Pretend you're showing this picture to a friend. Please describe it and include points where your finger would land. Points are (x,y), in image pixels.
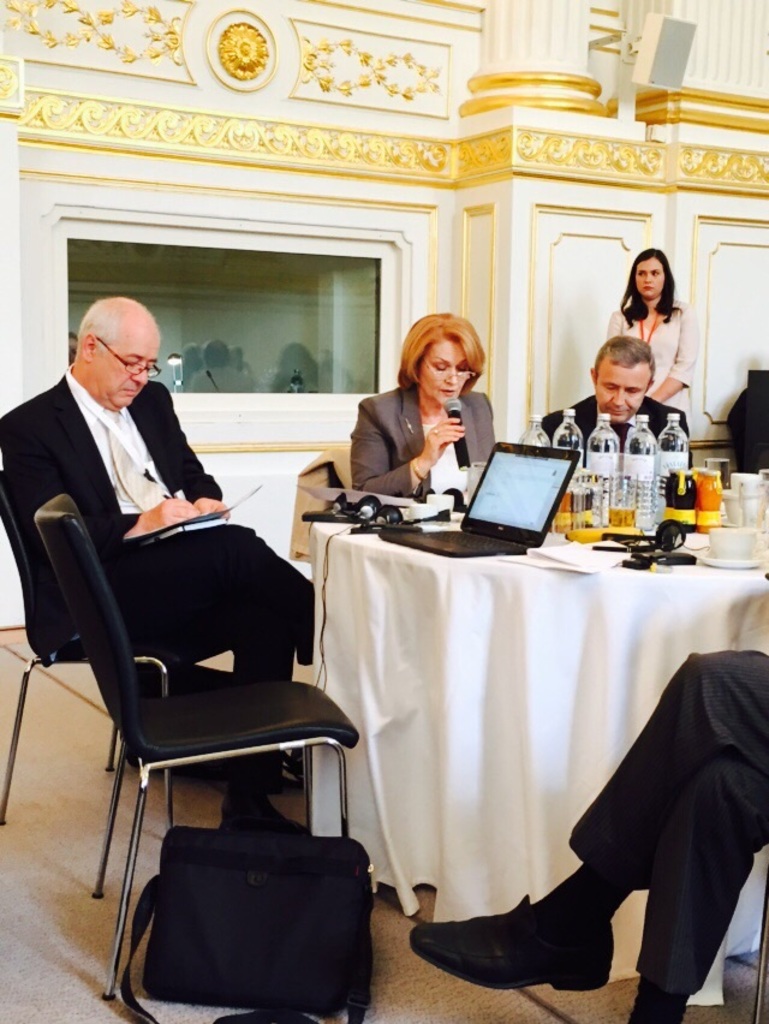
There is a person (290,600) sitting on a chair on the left side (236,812) and he is writing something. Here we can see a woman (422,319) sitting on a chair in the center (372,485) and she is speaking on a microphone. There is a man (556,420) sitting on the right side (648,354) and a woman (674,388) on the back side (647,333). This is a table (611,570) a laptop (521,504) and glass bottles (640,447) are kept on it.
